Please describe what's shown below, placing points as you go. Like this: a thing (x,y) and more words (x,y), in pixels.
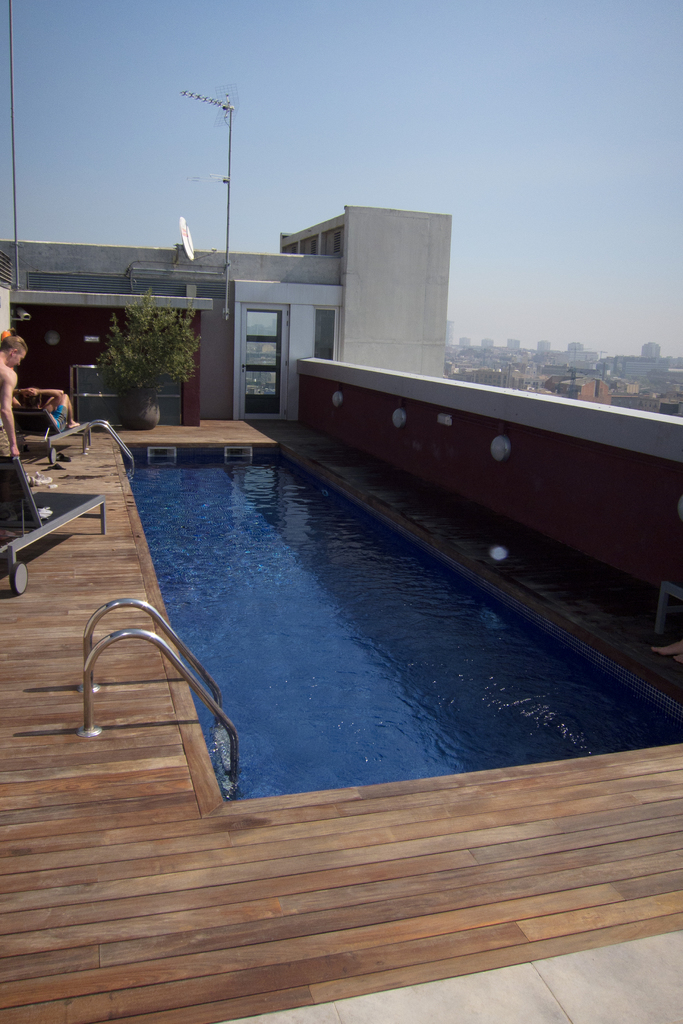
In this picture I can see a swimming pool (381,531), there are chairs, house plant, there are two persons (13,347), there are buildings (386,312), and in the background (108,181) there is the sky (108,181).
